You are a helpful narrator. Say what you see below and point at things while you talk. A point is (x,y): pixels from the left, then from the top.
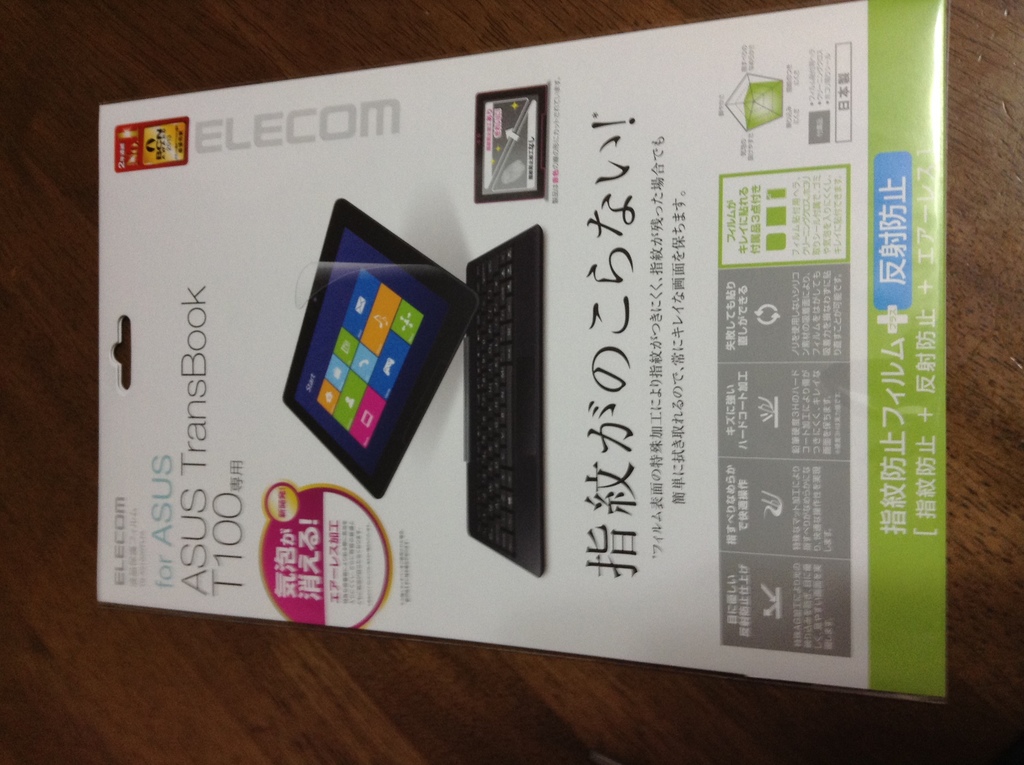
In this image there is a poster (468,306) on the table (373,654).
